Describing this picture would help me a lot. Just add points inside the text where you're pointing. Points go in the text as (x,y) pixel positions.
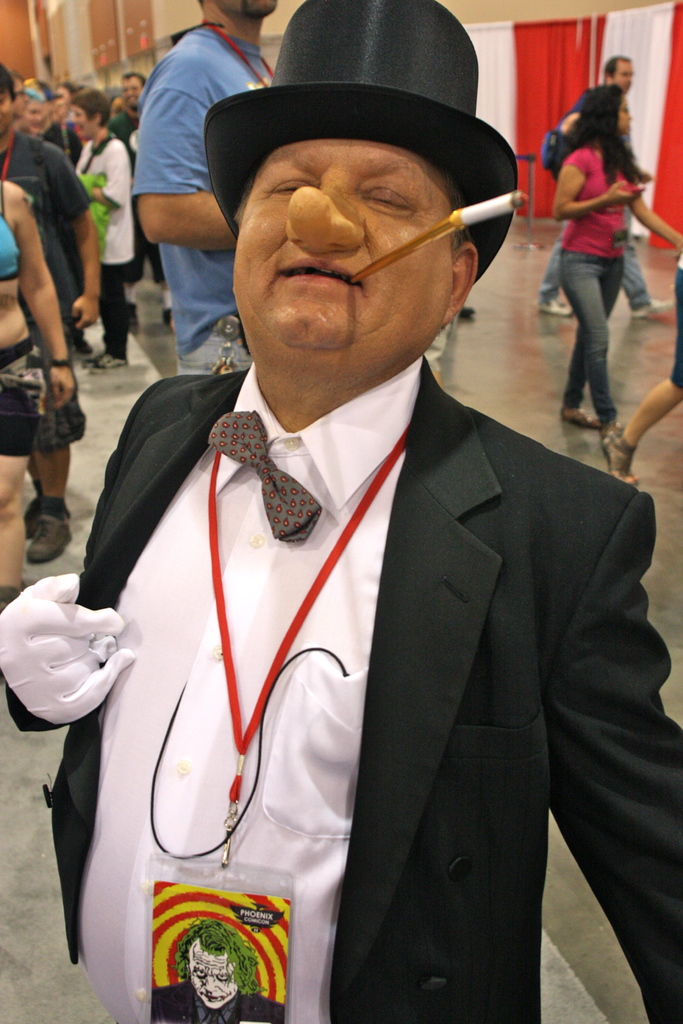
In the image there is a man (281,808) he is wearing a penguin costume (287,582) and behind the man (98,524) there are many other people (576,160) in the room (138,38) and in the background (527,80) there is a red and white curtain (537,21) in front of the wall (528,14).
